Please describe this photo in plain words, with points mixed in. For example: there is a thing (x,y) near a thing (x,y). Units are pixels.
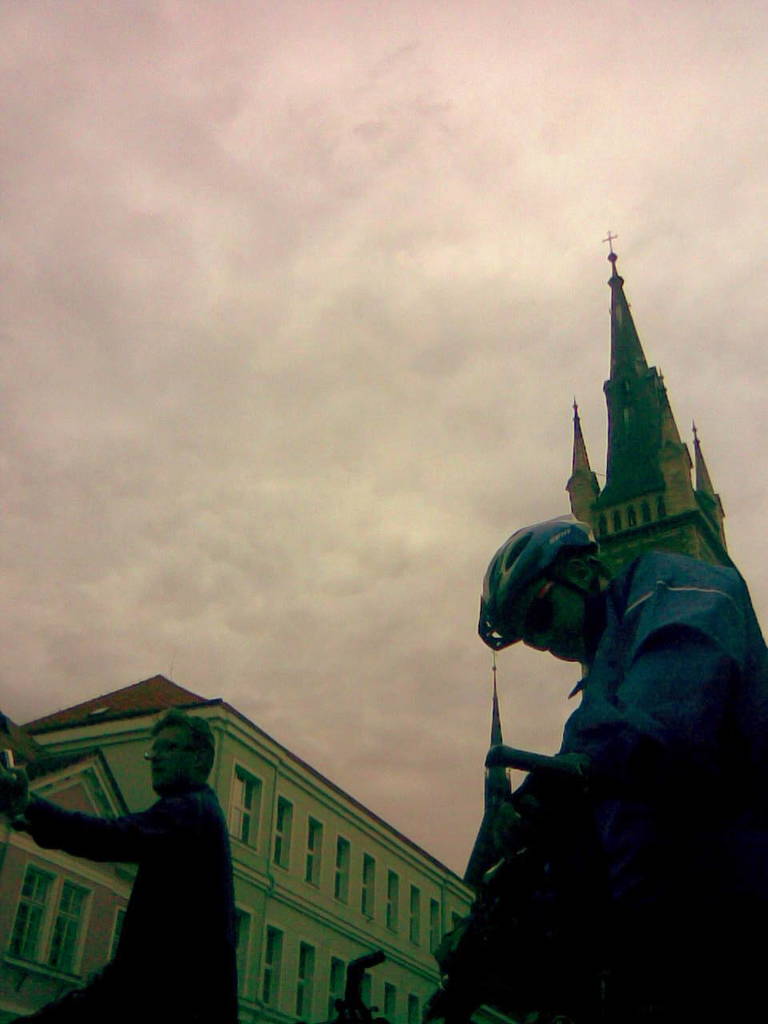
This image consists of sky (421,302) at the top (446,242). There is building (249,860) at the bottom (303,919). There are two persons (600,781) at the bottom (626,874). One is wearing a helmet (489,594).
